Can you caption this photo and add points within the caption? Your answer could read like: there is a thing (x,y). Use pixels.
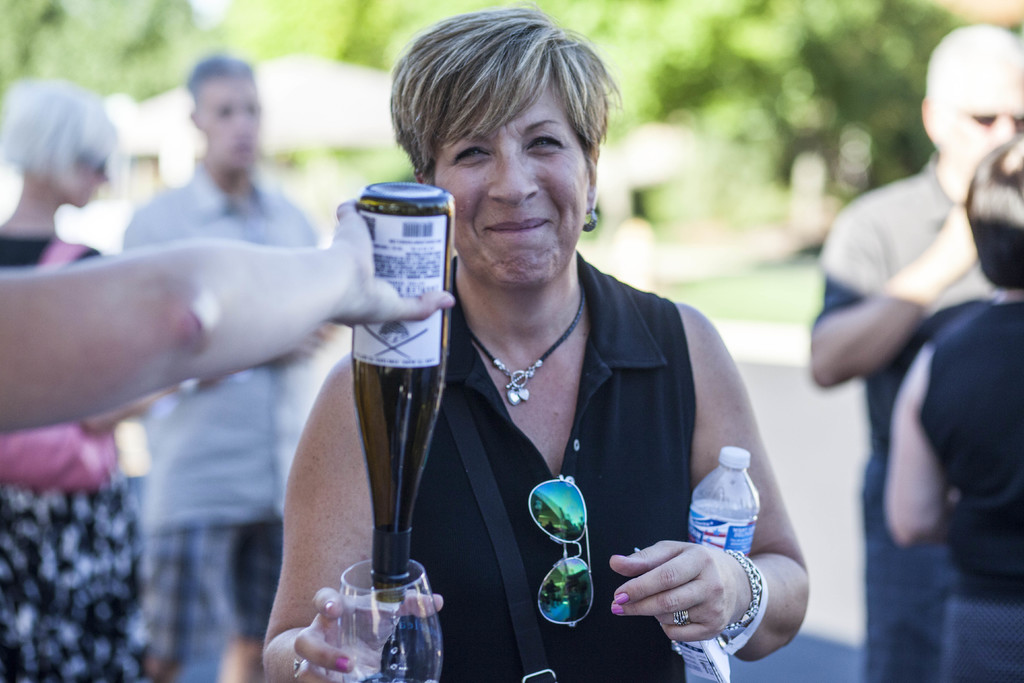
In this image I see a woman (591,84) who is smiling and she is holding a bottle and glass (360,639). I can also see there is another person's hand (307,289) and I see the person (309,263) is holding a bottle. In the background (24,580) I see 4 persons (10,627).
